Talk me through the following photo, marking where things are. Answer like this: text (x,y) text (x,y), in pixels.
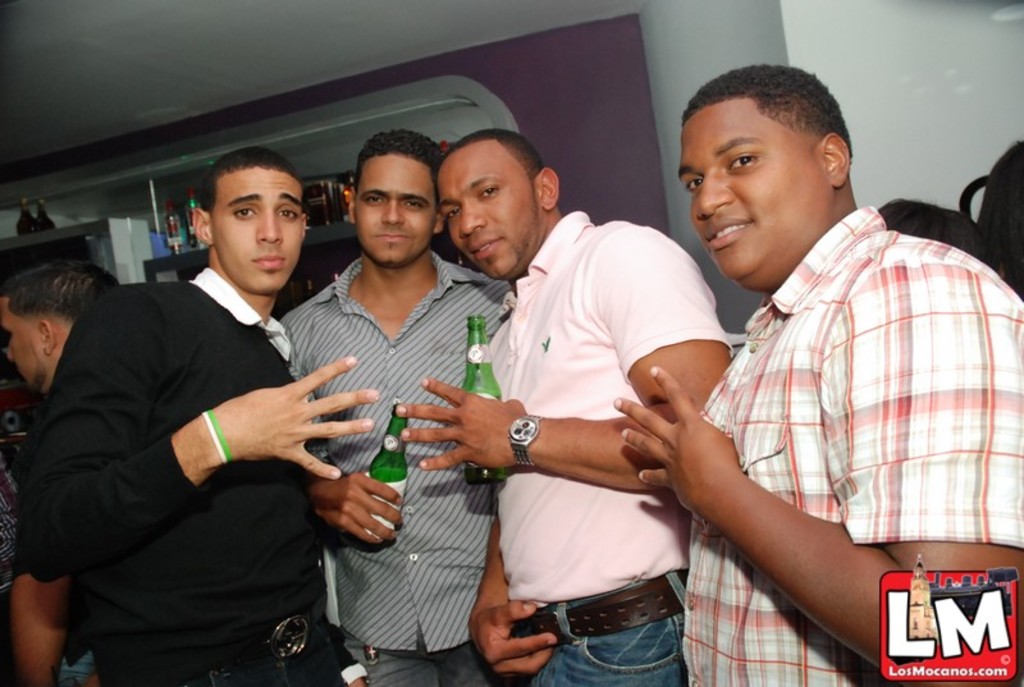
This picture describes about group of people (282,454), in the middle of the image (515,356) we can see two men (509,336), they are holding bottles (405,491), in the background (195,195) we can see few more bottles (183,239) in the racks (197,261), and also we can see a logo (903,585) at the right bottom of the image (925,597).
